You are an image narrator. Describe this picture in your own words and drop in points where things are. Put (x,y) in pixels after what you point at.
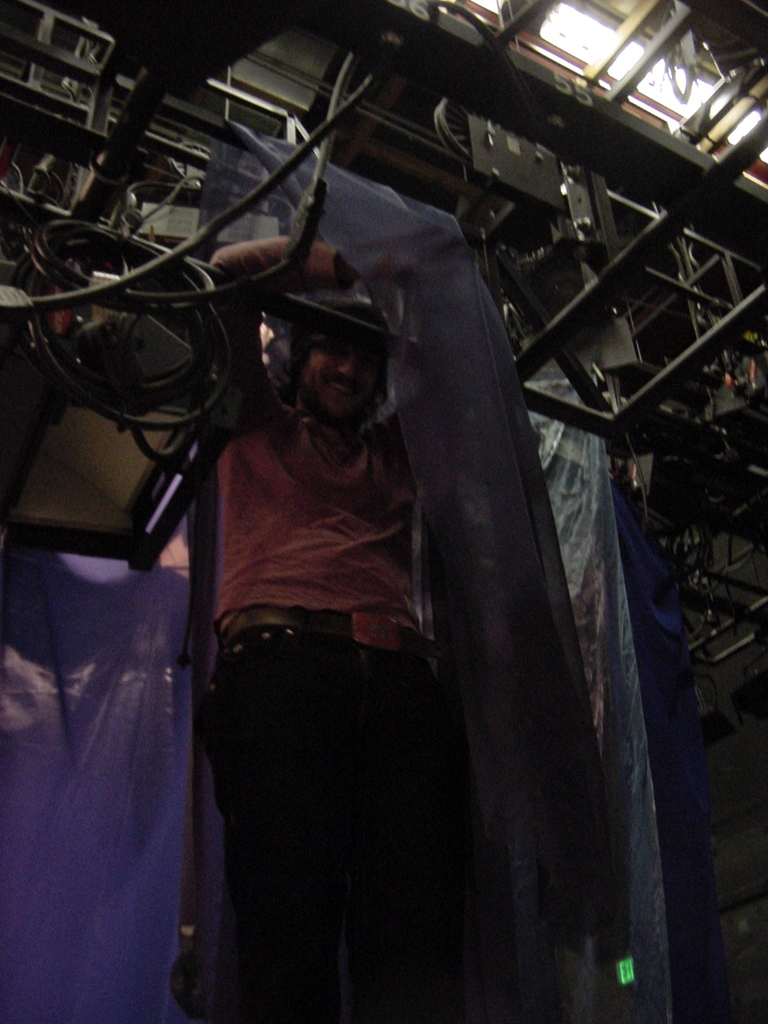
In this picture we can see a person (314,714) is standing and smiling, there are some metal rods (394,118) at the top of the picture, we can see covers (176,756) in the background (120,757).
